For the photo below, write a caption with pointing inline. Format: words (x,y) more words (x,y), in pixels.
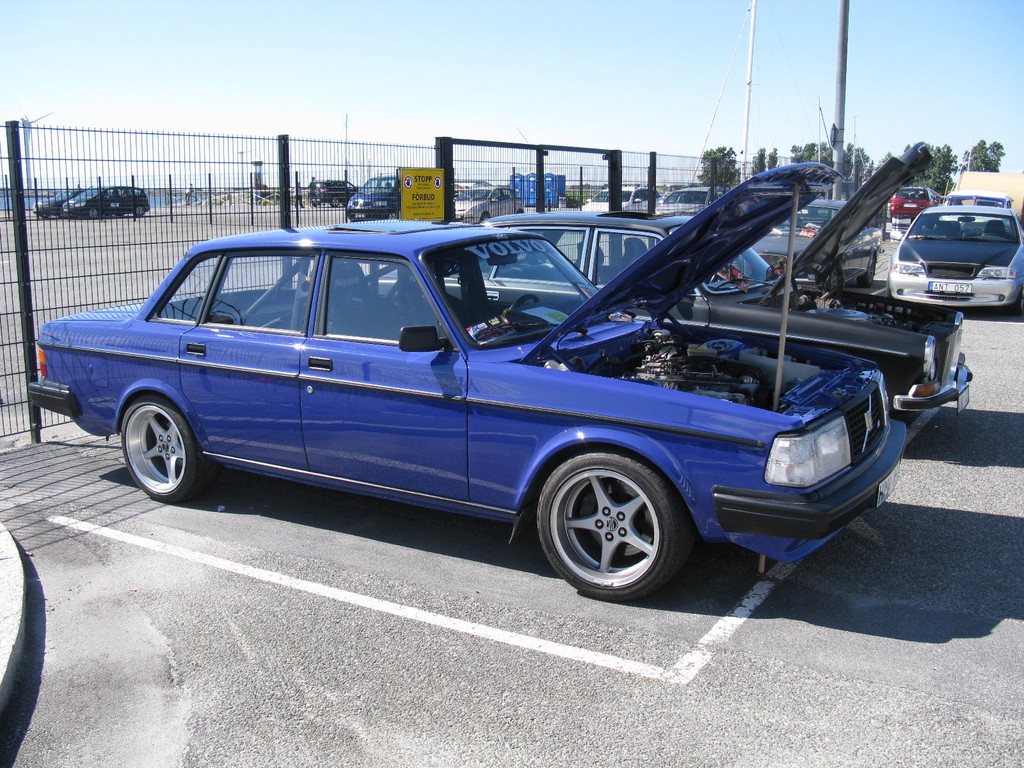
In this picture I can see group of cars (560,354) on the road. In the background (282,201) I can see the sky (442,132), poles (282,222) and fence (297,211). On the right side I can see trees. Here I can see white lines (683,663) and shadows (732,610).
